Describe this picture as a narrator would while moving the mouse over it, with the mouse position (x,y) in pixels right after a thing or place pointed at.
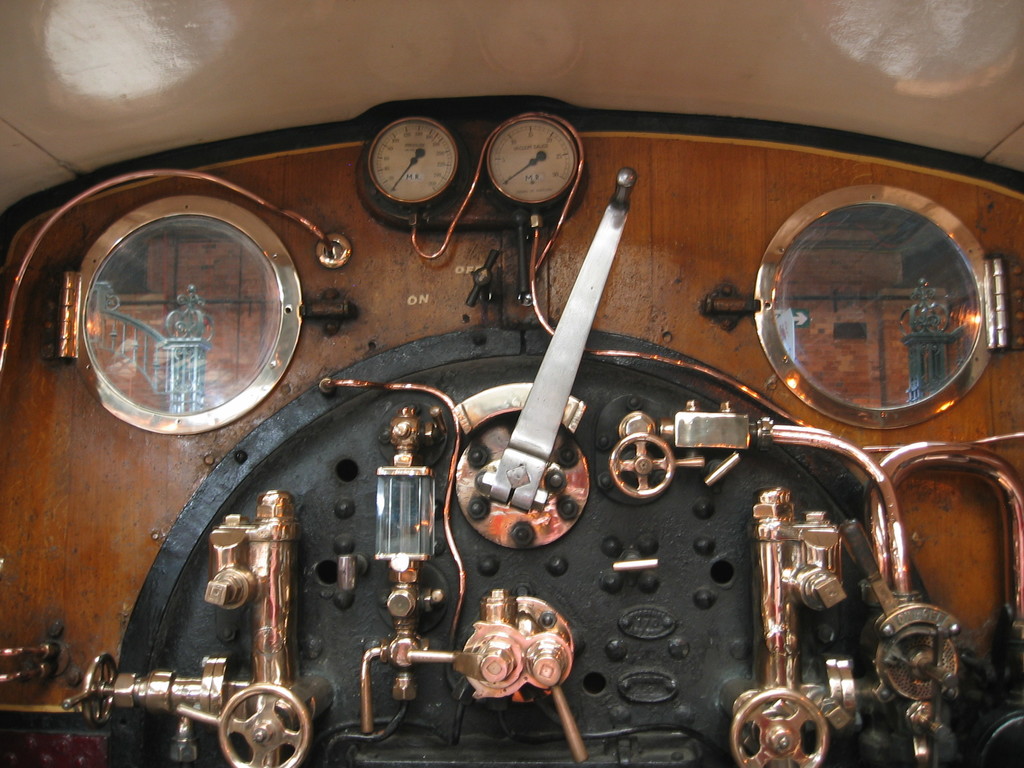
In this image we can see a machine (449,374). At the top of the image (601,28) we can see the roof (898,39).
